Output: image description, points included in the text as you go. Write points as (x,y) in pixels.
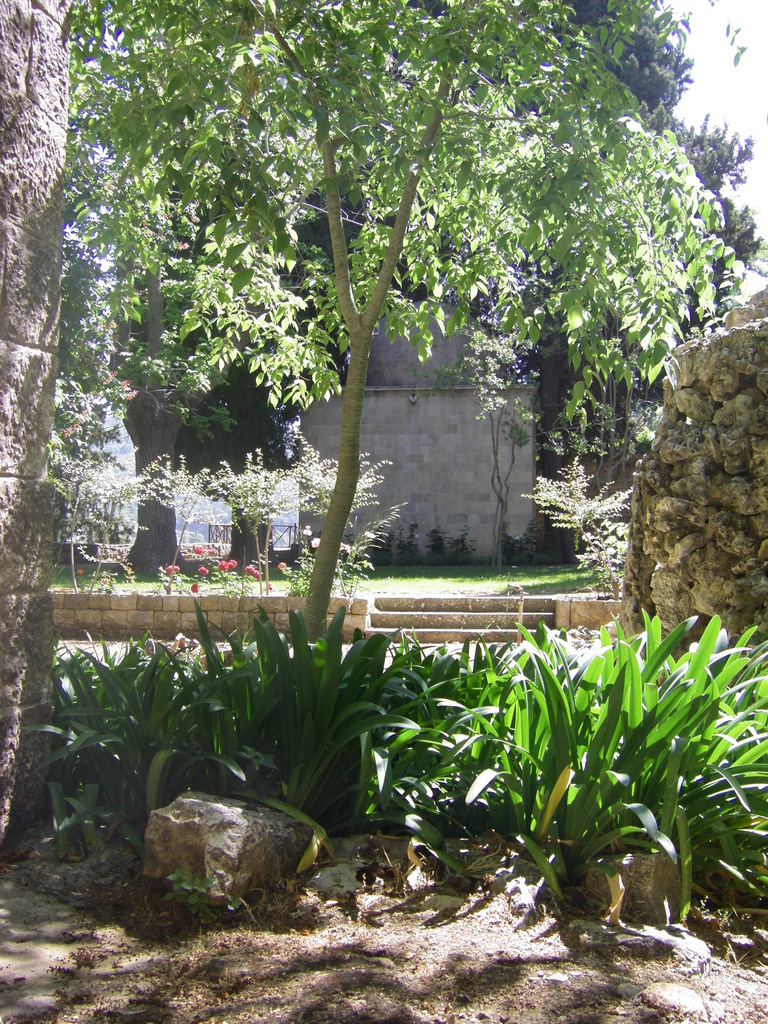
In this image we can see the plants (388,725), trees (163,11), rocks (669,885), grass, wall (477,479) and also the stairs (451,604). We can also see the stone wall (693,489) on the right (707,423). Sky (717,118) is also visible in this image.
